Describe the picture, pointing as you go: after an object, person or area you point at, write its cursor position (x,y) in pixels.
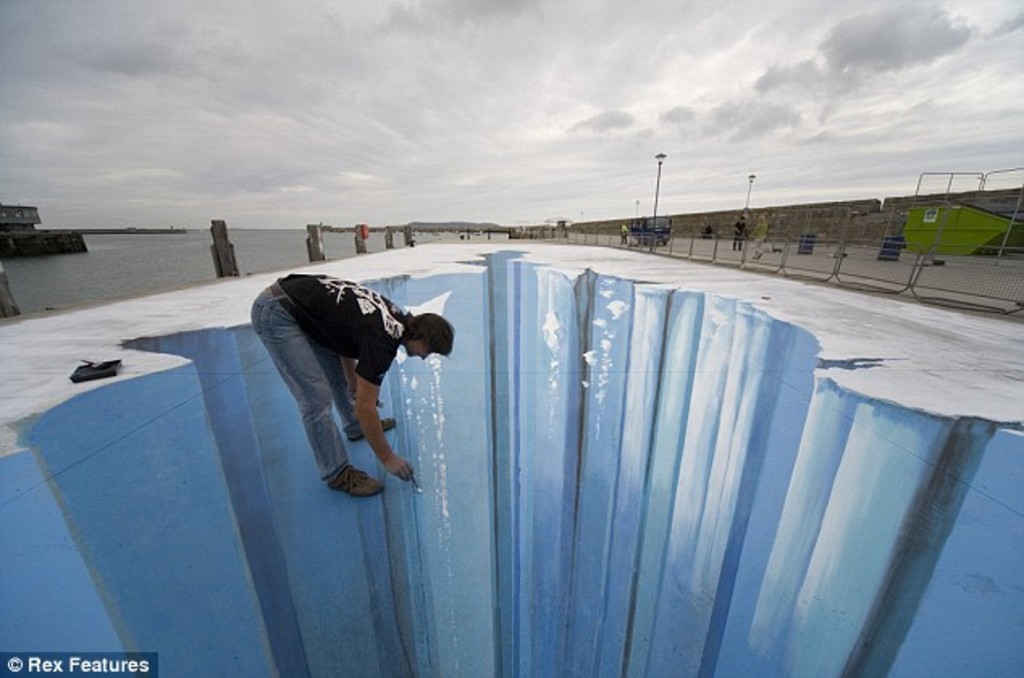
In the center of the image (360,289) there is a person (344,450) painting on the road (617,485). On the left side of the image (222,260) there are wooden poles (310,244). On the right side of the image (815,218) there is a metal fence (848,252). There are light poles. There is a wall (890,218). There are people (768,237). There is a vehicle (651,243) on the road (694,254). There are cans (812,235). On the left side of the image (6,235) there is a building (21,216) in the water (139,249). In the background of the image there are mountains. At the top of the image (357,115) there is sky (357,115). There is some text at the bottom of the image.
